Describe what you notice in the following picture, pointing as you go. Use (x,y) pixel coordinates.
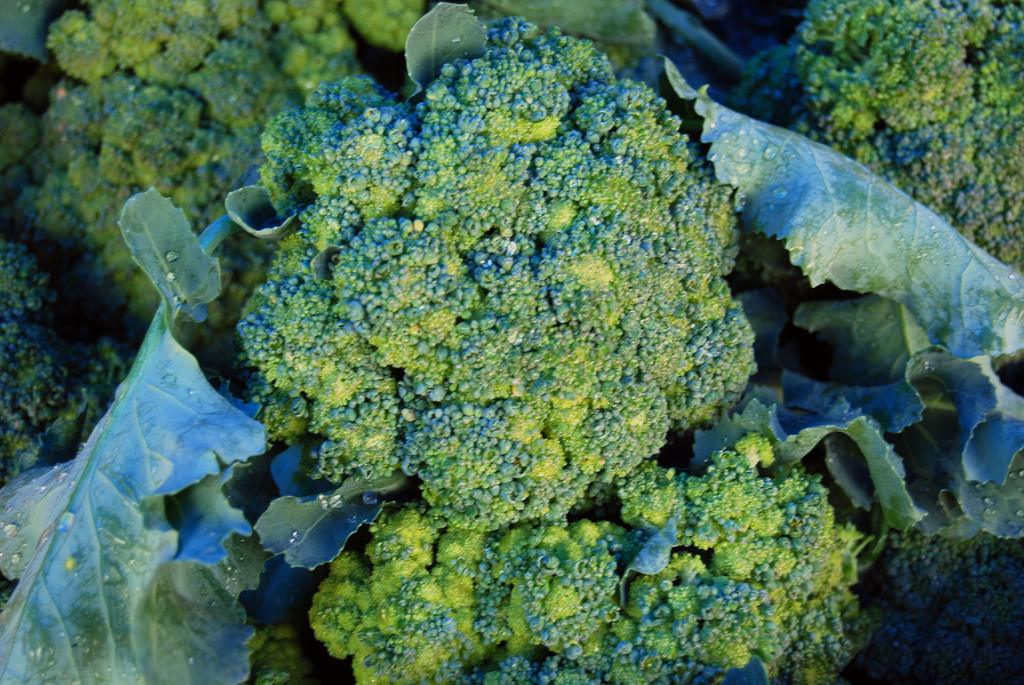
In this image I can see few broccoli (452,325) along with the leaves (169,498). On the leaves (85,506) I can see the water drops (13,560).
